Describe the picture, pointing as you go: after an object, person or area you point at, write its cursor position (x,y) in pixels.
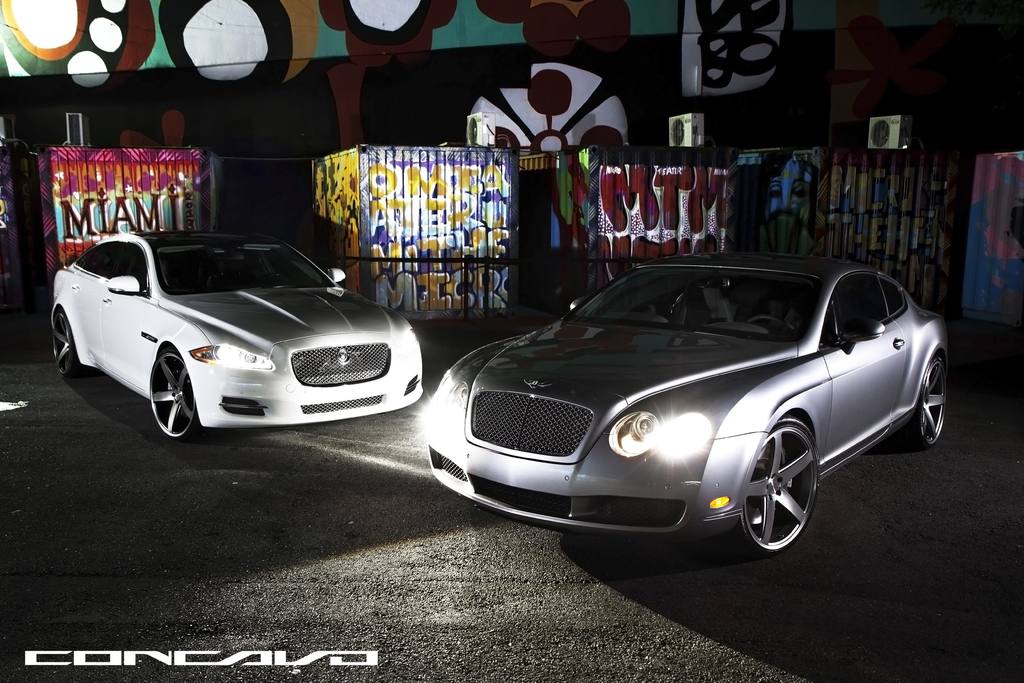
In this image I can see two cars (541,350) and in the background (238,140) and see graffiti (551,129). Here I can see watermark (173,657) and I can see this image is little bit in dark.
